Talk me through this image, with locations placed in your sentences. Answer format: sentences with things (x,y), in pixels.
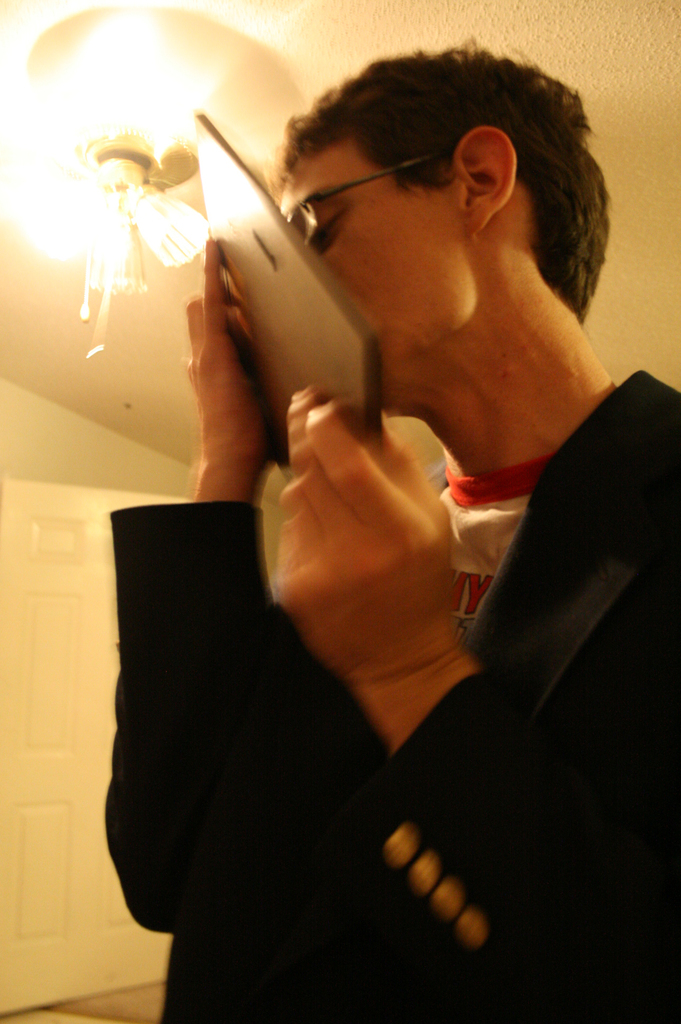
In the image we can see a person (430,641) wearing clothes (447,719) and spectacles (388,173) and the person (485,450) is holding an object (301,355) in hand (418,591). There is a door (94,712) and light (86,212).
